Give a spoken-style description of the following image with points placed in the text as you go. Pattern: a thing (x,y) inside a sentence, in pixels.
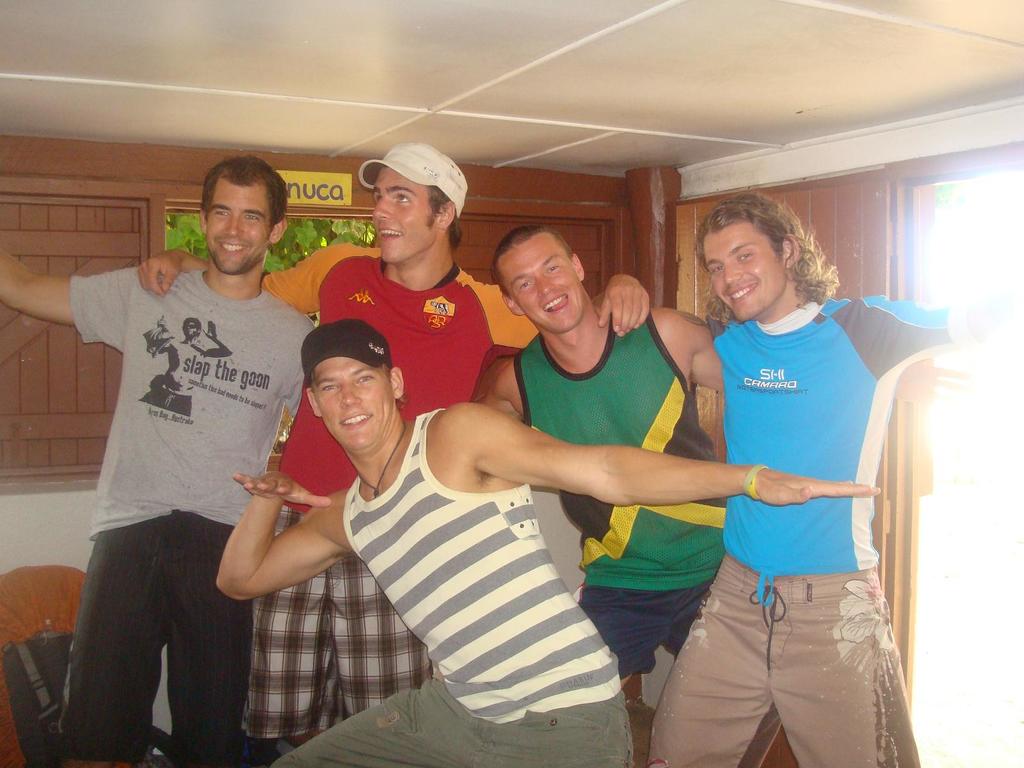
In this image I can see few men (494,436) and I can also see smile on their faces (216,188). In the centre (407,345) I can see two of them (403,224) are wearing caps (333,348) and behind them I can see something is written.
